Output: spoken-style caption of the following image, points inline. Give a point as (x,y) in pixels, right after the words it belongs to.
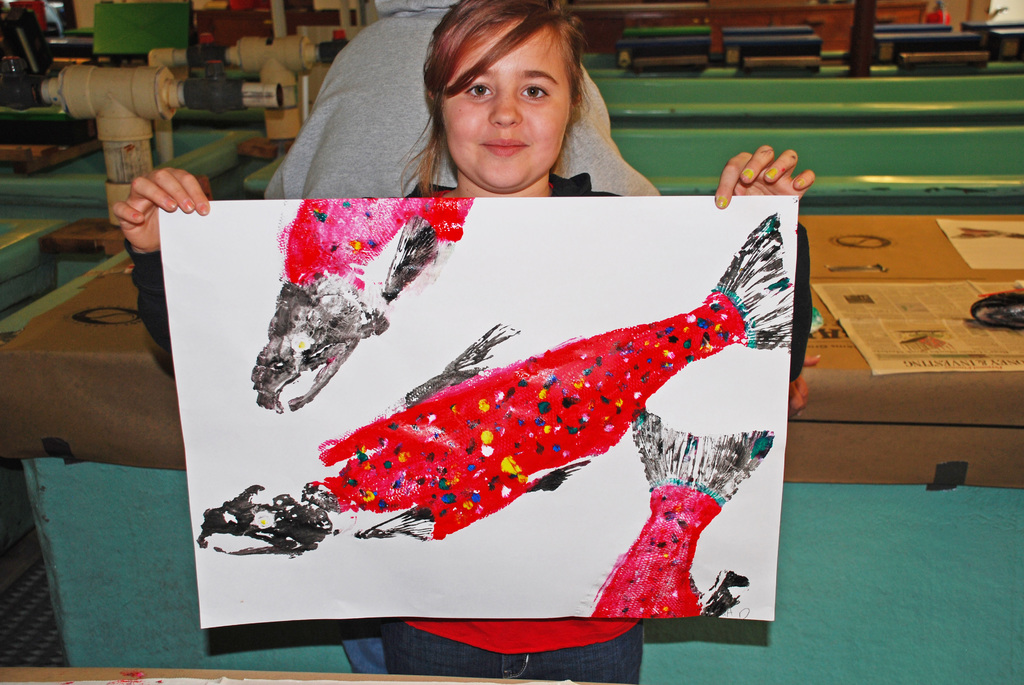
In this image I can see a girl (478,107) wearing black, red and blue dress (524,619) is standing and holding a paper (641,278) in her hand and on the paper (419,409) I can see the painting (420,412). In the background (898,90) I can see few tables (844,84) which are green in color and a table (896,382) which is brown in color and on it I can see few papers (929,310) and few other objects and to the left top of the image (304,69) I can see few other equipment (290,61).
